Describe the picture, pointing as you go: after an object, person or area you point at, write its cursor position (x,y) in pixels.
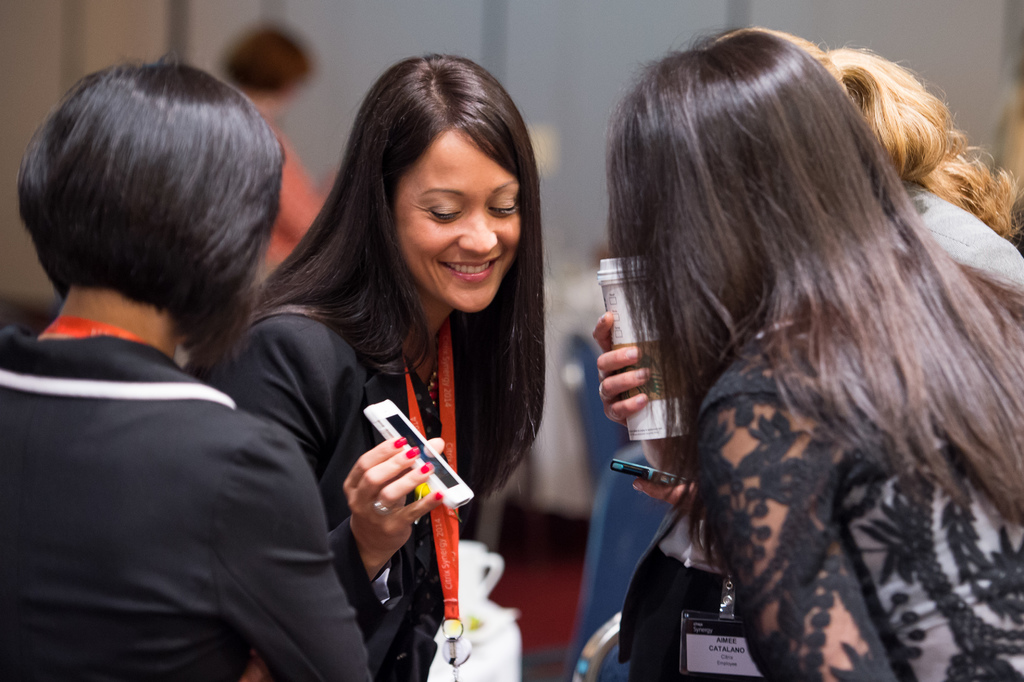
In this picture there are group of people (800,513). There is a woman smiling and holding the device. At the back (449,48) there are chairs (597,451) and there might be a table (556,360) and there is a wall (717,21). At the bottom (534,614) there might be a mat (537,600) on the floor (541,585).
